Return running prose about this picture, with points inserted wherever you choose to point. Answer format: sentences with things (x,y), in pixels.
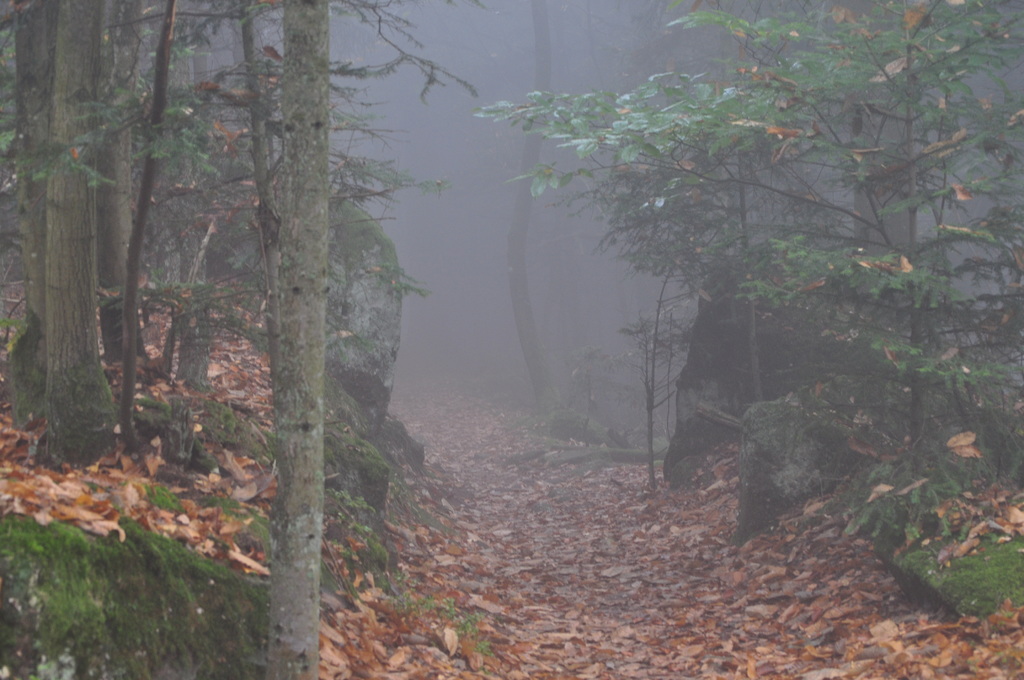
In the image there is a path (479,467) in the middle (441,425) covered with dry leaves (565,543) all over it, there are trees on either sides of the path (584,573).
